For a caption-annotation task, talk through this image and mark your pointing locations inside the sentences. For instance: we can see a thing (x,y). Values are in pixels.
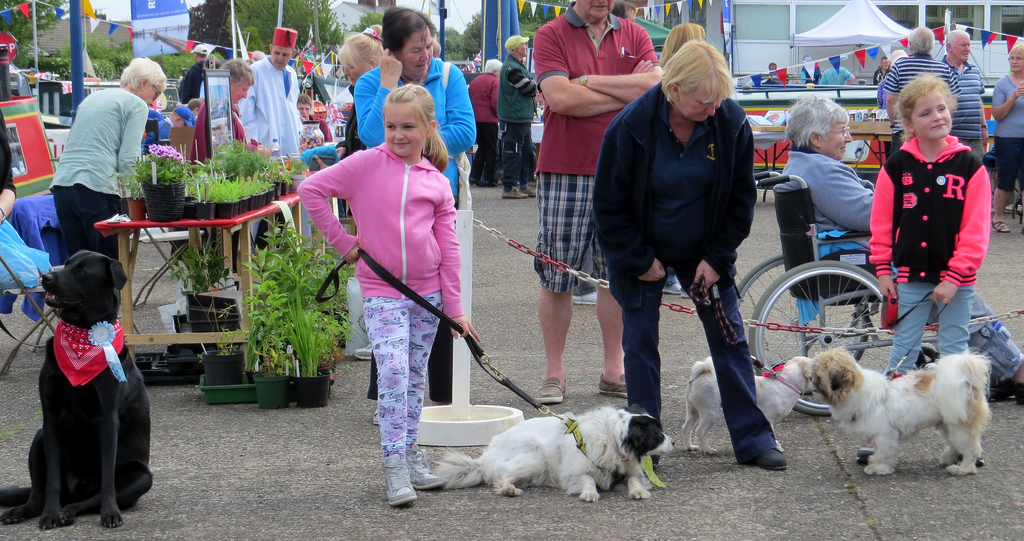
As we can see in the image there are few people (522,194) here and there, plants (215,259), dogs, wheelchair (830,298), table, buildings (923,10), trees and sky (455,3).
